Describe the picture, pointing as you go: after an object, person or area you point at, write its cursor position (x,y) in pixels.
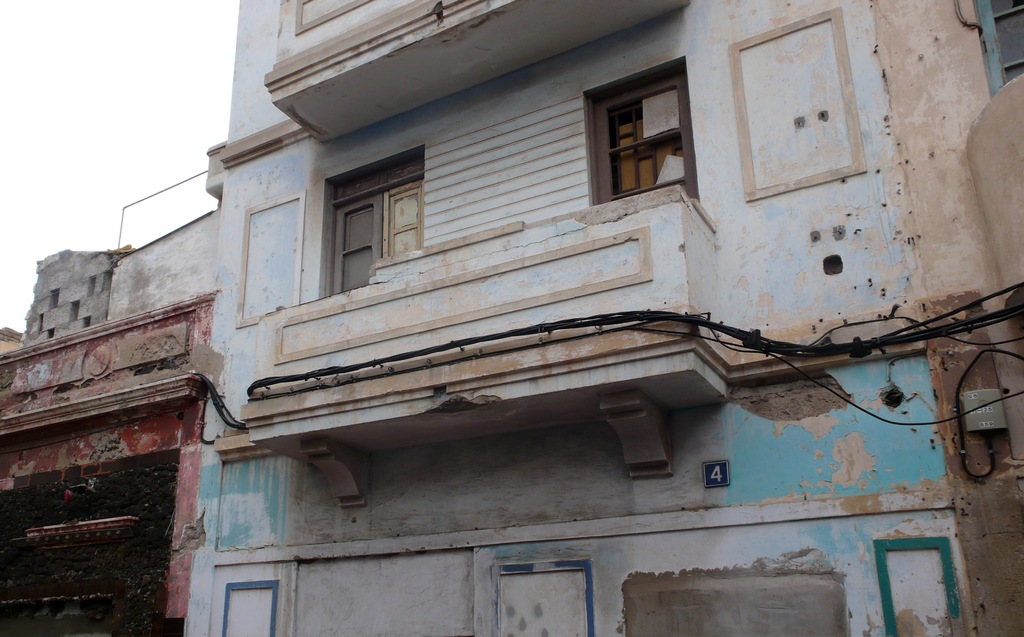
In this image, we can see few houses (847,526), wall (872,286), wires (1006,292), window (626,172). Here we can see a number plate (717,475). Left side (63,67) top of the image (46,67), we can see the sky (99,117).
